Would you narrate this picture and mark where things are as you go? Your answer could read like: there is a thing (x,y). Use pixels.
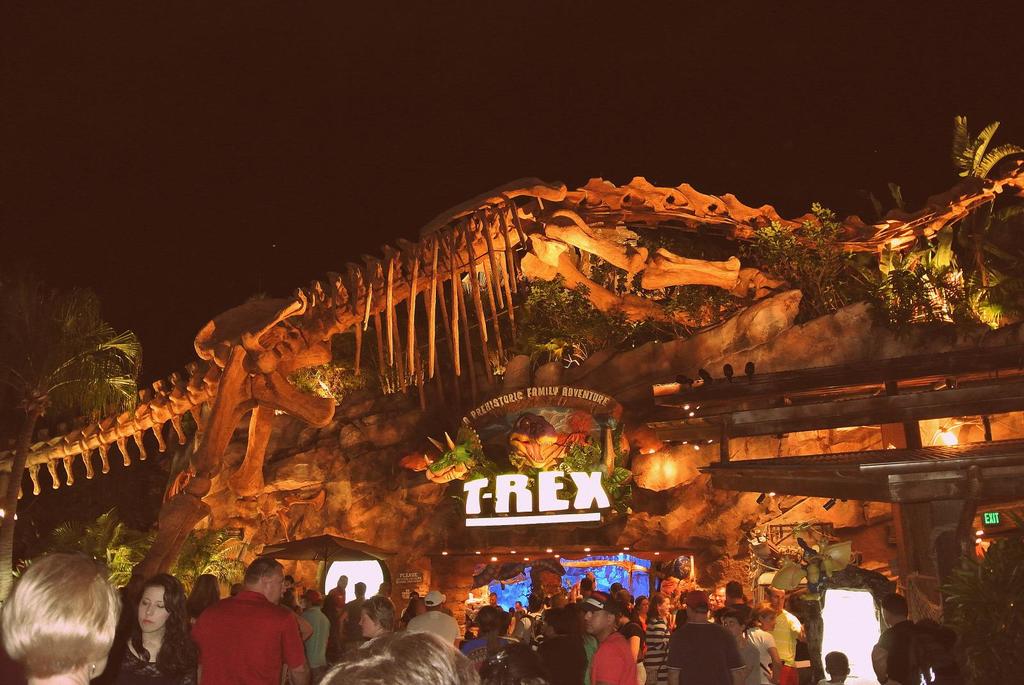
At the bottom of this image (418,616), there are persons (569,598) in different color dresses (268,625). Above them, there is a statue (403,274) of a skeleton (635,195) of an animal (557,268). Beside this statue (152,429), there are trees (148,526). In the background (748,421), there are hoardings (480,453), lights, trees (200,540), plants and a building (291,423). And the background (136,242) is dark in color.
